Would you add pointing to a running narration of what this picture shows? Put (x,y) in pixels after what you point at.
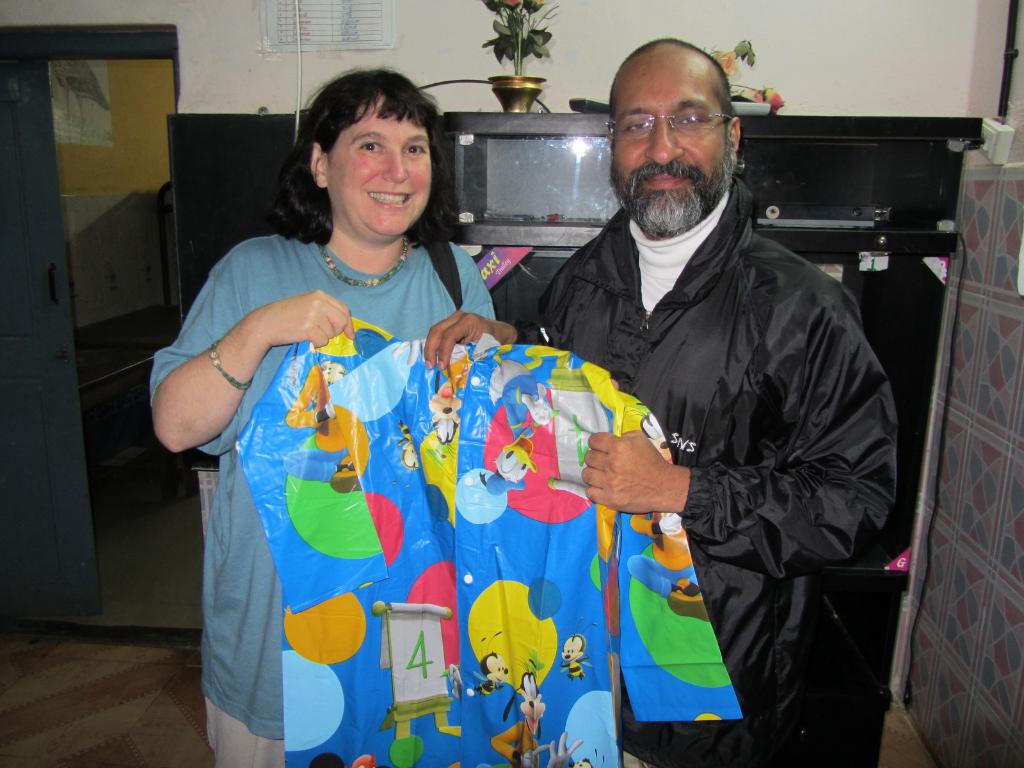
In this image I can see two persons (731,137) are holding some object (677,519) in hand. In the background (837,141) I can see a wall (977,279), houseplant (507,10), TV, kitchen cabinet (551,230), board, socket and door (57,287). This image is taken may be in a room (139,649).
